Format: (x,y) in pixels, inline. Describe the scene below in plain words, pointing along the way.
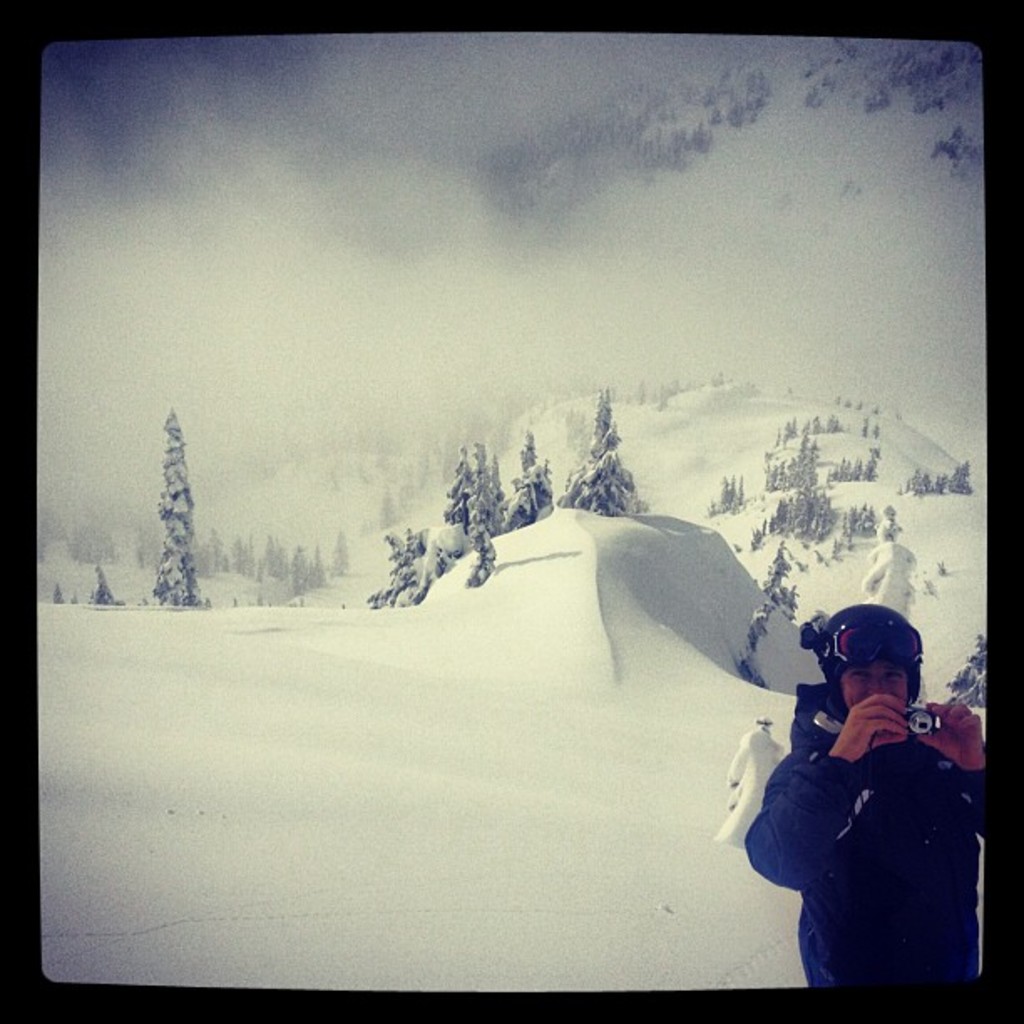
In the picture I can see a person (890,841) is standing and holding a camera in the hand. In the background (490,669) I can see the snow (550,748), trees (449,559) and the fog (248,415).
